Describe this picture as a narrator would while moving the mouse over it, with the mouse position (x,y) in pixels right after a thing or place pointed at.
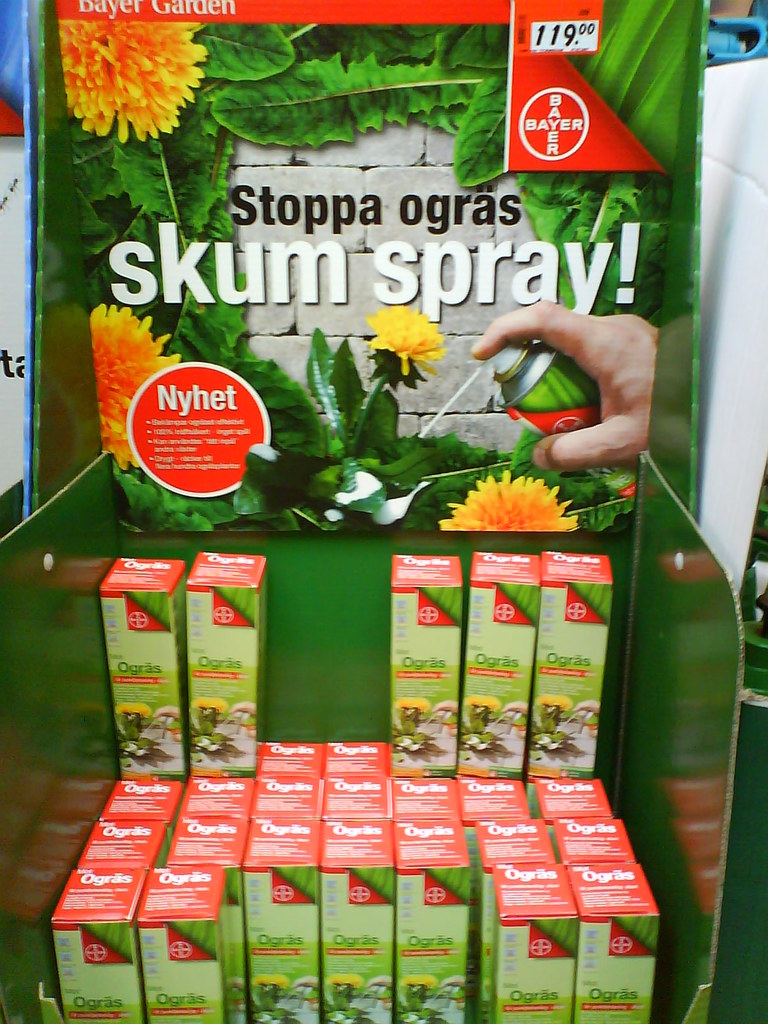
In this image in front (85,993) there are spray boxes (59,957). Behind them there is a banner (545,132).
